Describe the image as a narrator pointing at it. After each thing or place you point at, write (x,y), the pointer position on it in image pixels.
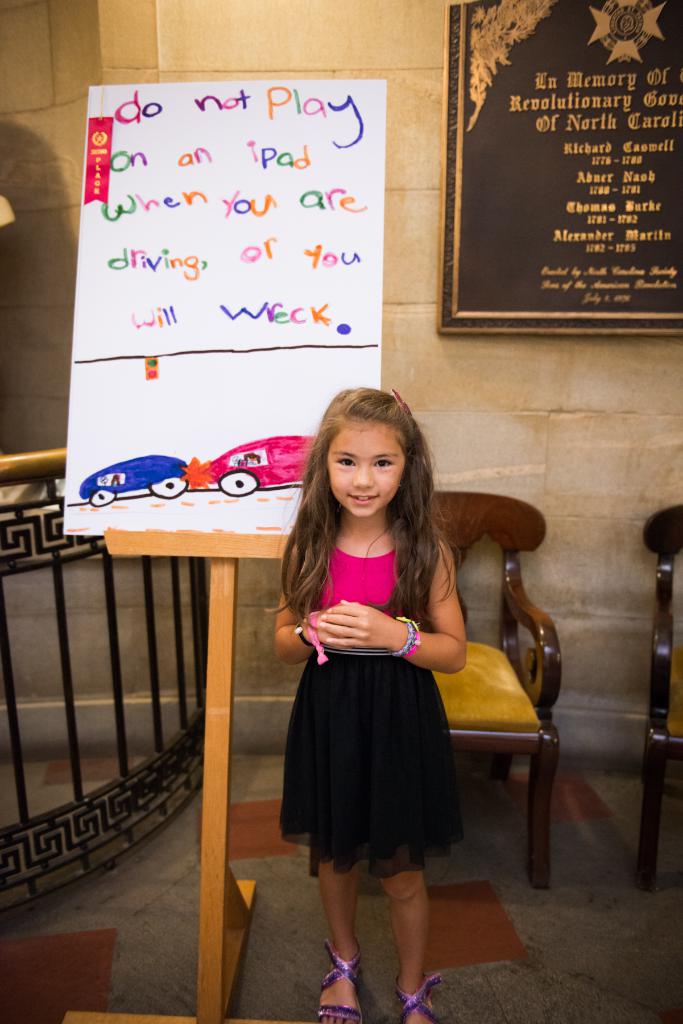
In the picture we can see a girl child (422,813) standing on the floor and behind her we can see a board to the stand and beside it we can see a railing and a wall (527,576) and to the wall (506,464) we can see a board (475,204) with names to it and under it we can see a chair (675,722).
